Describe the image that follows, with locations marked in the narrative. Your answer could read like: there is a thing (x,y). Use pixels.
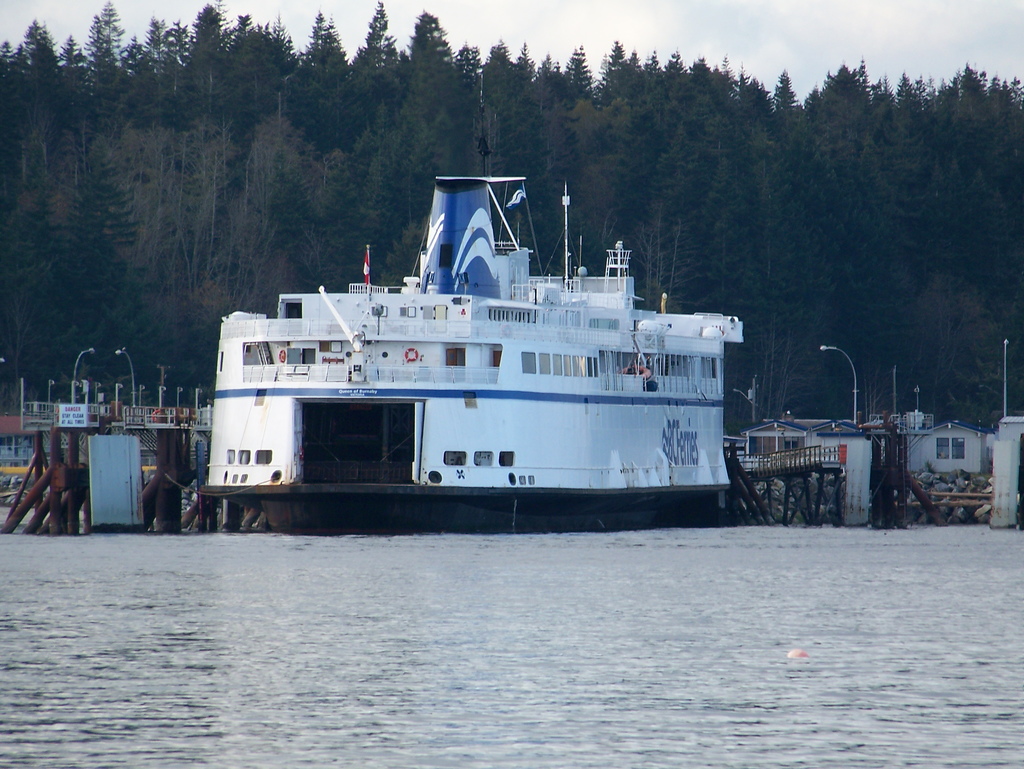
In this picture I can see a ship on the water (299,600), there is a bridge (123,477), there are poles (936,519), lights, there are buildings (834,444), there are trees (248,165), and in the background (630,33) there is the sky (766,38).
